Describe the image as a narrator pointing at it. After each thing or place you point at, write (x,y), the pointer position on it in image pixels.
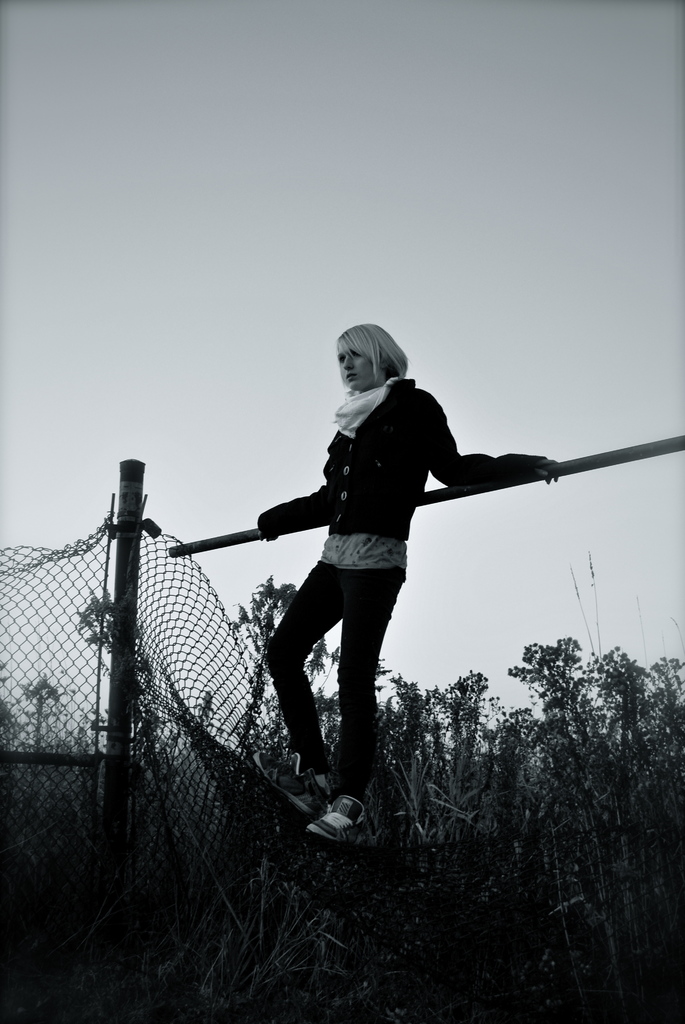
In this image we can see the person (354,479) standing and holding an iron rod (651,452). And there are plants (105,636), trees (52,697), fence (74,660) and the sky (324,166).
